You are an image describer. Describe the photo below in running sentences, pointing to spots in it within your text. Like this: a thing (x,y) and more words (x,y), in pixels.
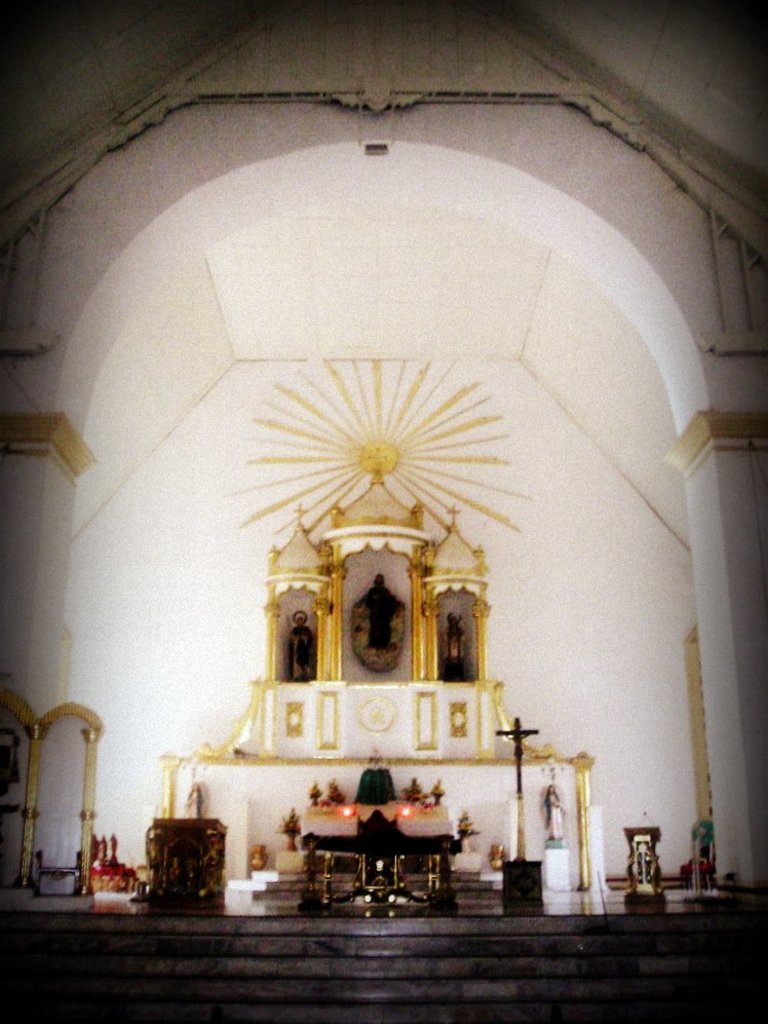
This is an inside image of a church (311,864), where there is arch (38,740), stair case (461,965), sculptures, holy cross symbol (527,896), table (451,893), chairs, flower bouquets (298,818) and some items (652,882).
